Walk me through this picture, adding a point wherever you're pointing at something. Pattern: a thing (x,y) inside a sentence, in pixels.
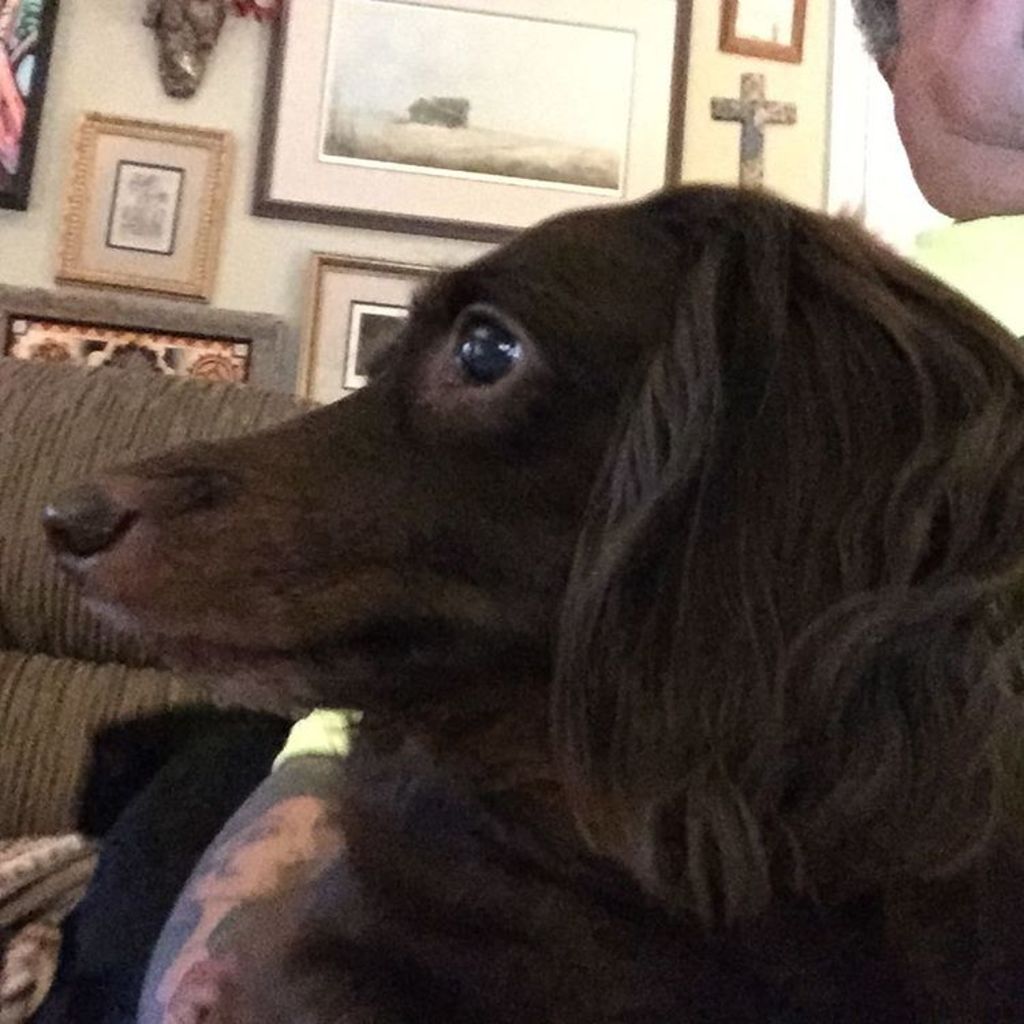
In this image I can see the dog (686,506) which is in brown color. To the left (54,701) I can see the couch (37,659). In the back (187,313) there are many frames (373,163) to the wall (262,306).
